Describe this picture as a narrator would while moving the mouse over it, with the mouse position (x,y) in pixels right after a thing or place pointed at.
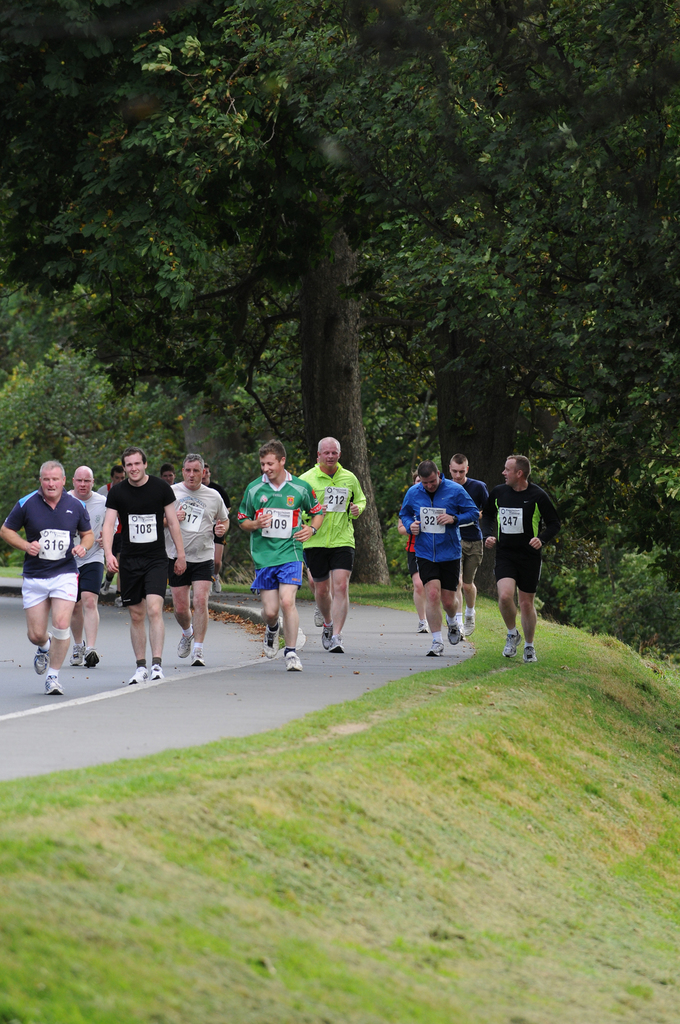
There is a group of persons (161,563) running on the ground (303,614) as we can see in the middle of this image (327,667). There are trees (363,367) in the background (483,390), and there is a grassy land (486,635) at the bottom of this image (371,926).
